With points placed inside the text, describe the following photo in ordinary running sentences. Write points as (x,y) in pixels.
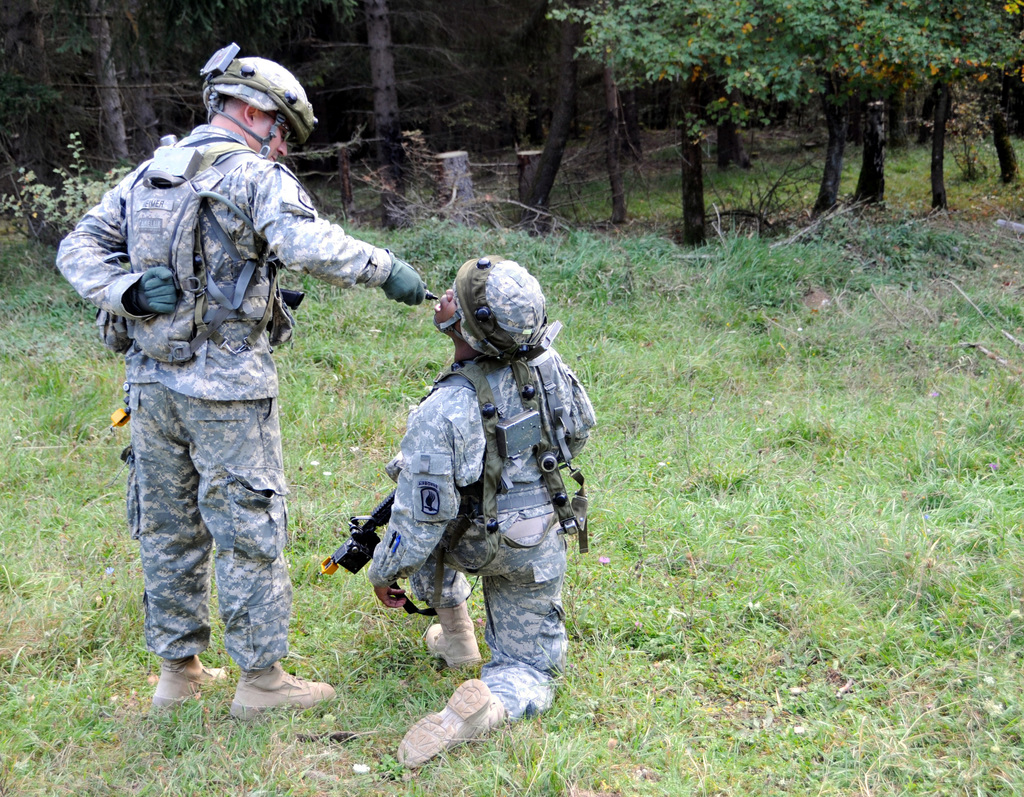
In this picture I can observe two soldiers (227,137) on the land (112,457). Both are wearing helmets (512,317) on their heads (276,97). One of them is holding a gun (371,545) in his hand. I can observe some grass (125,437) on the ground (566,300). In the background (548,64) there are trees (430,66).
